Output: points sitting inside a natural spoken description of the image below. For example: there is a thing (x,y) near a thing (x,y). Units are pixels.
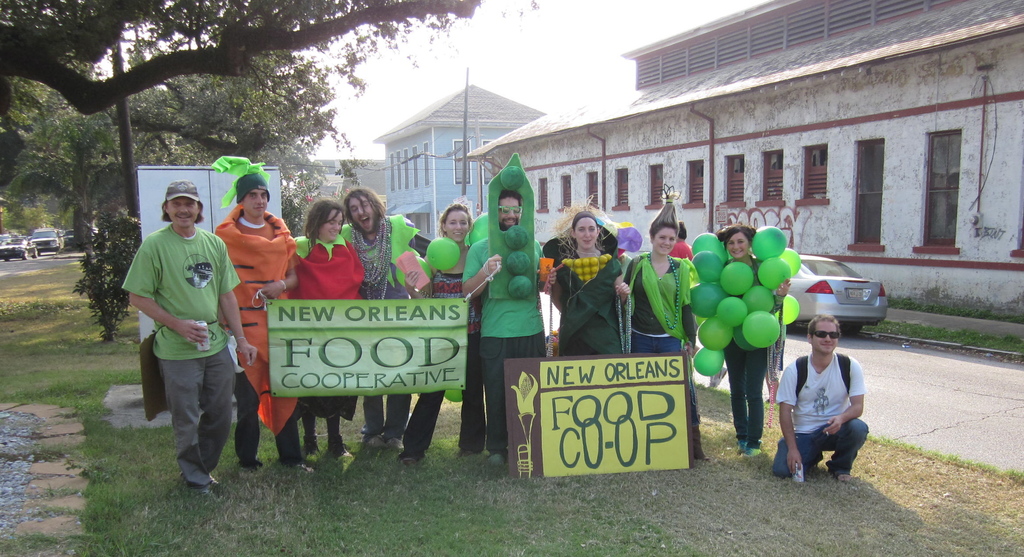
In the foreground of this image (355,297), there are persons (660,319) standing on the grass (365,490) holding placards (593,429) in their hands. In the background (898,374), there is a road (884,351), vehicles (830,274), trees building (663,130) and the sky (578,60).
